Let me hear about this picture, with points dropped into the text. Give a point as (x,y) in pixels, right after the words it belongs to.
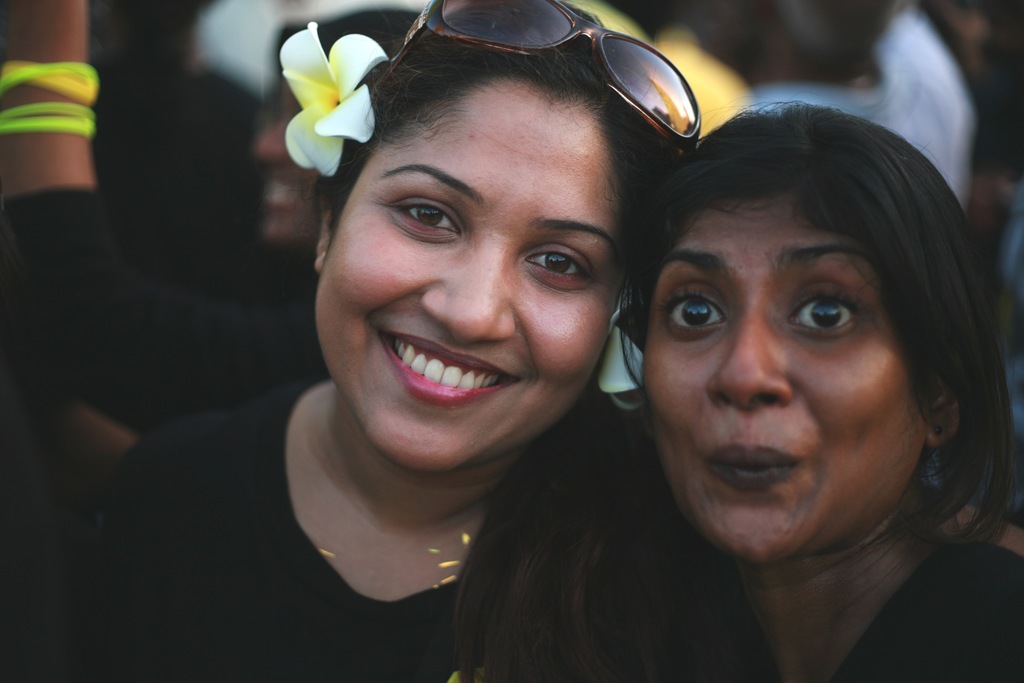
In this picture I can observe two women (442,278). One of them is smiling. I can observe a flower (303,88) in the hair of one of the women (398,325). The background (917,59) is blurred.
